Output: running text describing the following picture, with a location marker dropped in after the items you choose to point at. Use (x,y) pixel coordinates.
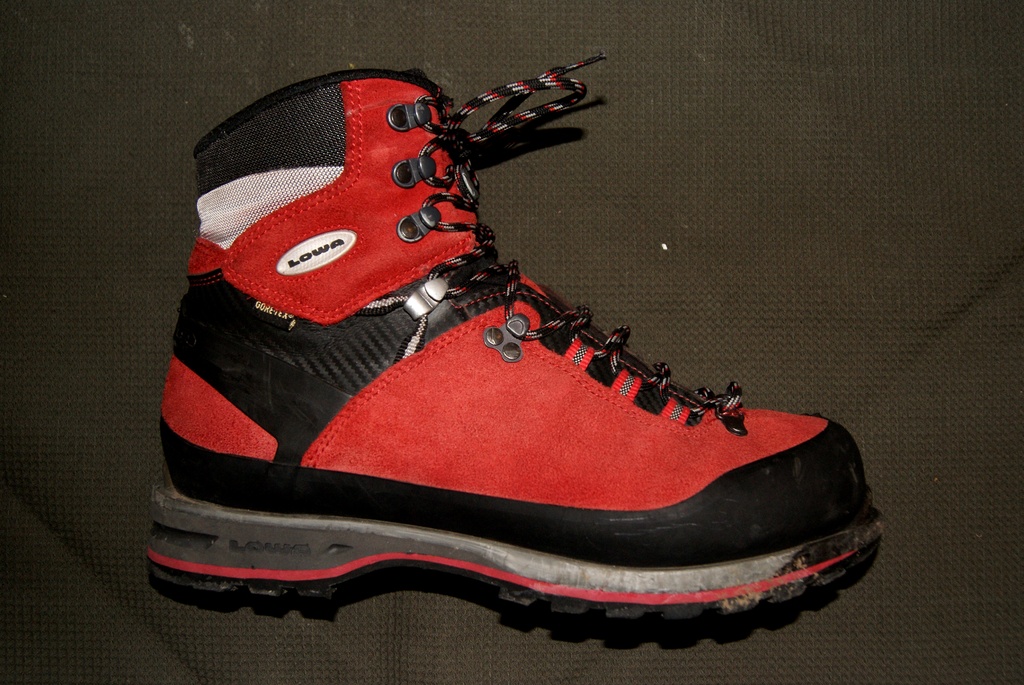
In this image I can see a shoe (223,534) which is in red and black color, and I can see black background (729,15).
